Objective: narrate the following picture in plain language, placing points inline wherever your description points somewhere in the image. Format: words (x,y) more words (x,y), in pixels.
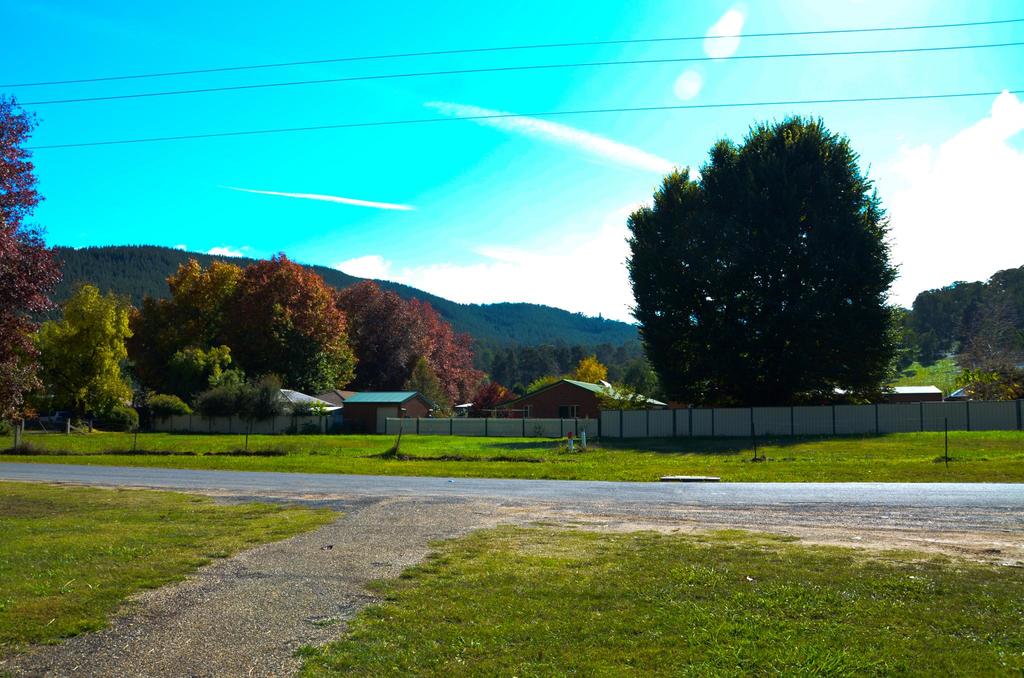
In this image there is grass (383,591) on the ground (369,588). Beside it there is a road (473,491). On the other side of the road (441,482) there is grass (434,444). In the background (481,411) there are trees (655,335) and houses (556,400). Around the houses (381,429) there is a fence (611,426). Behind the trees (423,309) there are mountains (522,311). At the top (558,83) there is the sky (541,75).
